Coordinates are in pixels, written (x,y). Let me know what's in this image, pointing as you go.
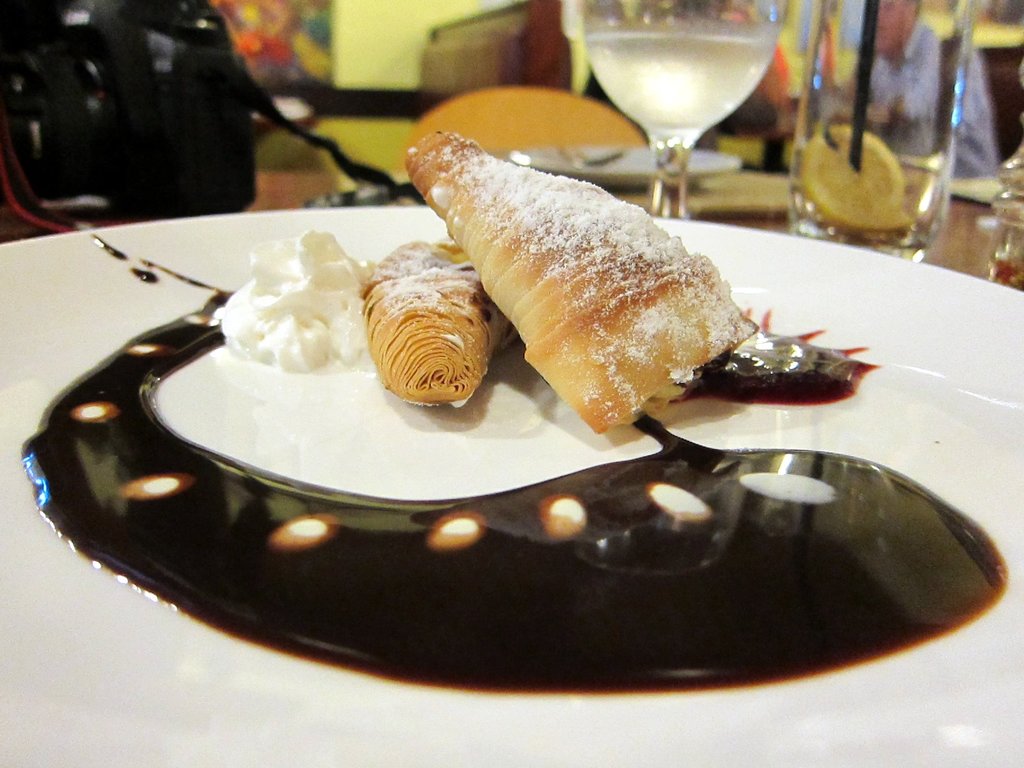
This image consists of a food (606,308) kept on a plate (1016,565). In the background (924,60), we can see the wine glasses (596,54) kept on the table (955,209). On the left (95,169), it looks like a bag (128,177). On the right (978,157), we can see a person (964,123) sitting.
